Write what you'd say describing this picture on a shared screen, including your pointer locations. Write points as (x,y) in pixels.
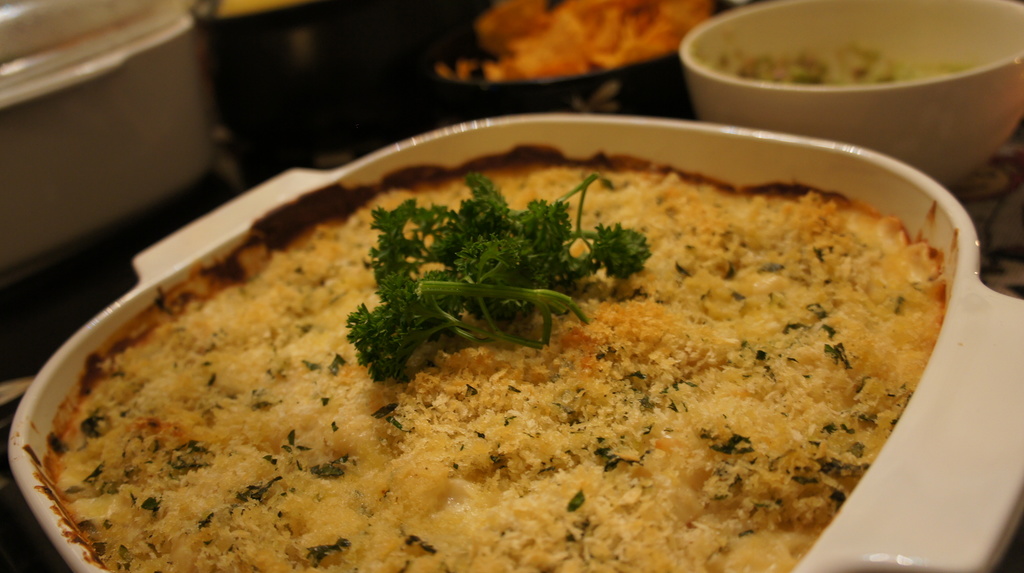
These are the food items (586,362) in a white color bowl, there are parsley leaves (504,314) on it.
